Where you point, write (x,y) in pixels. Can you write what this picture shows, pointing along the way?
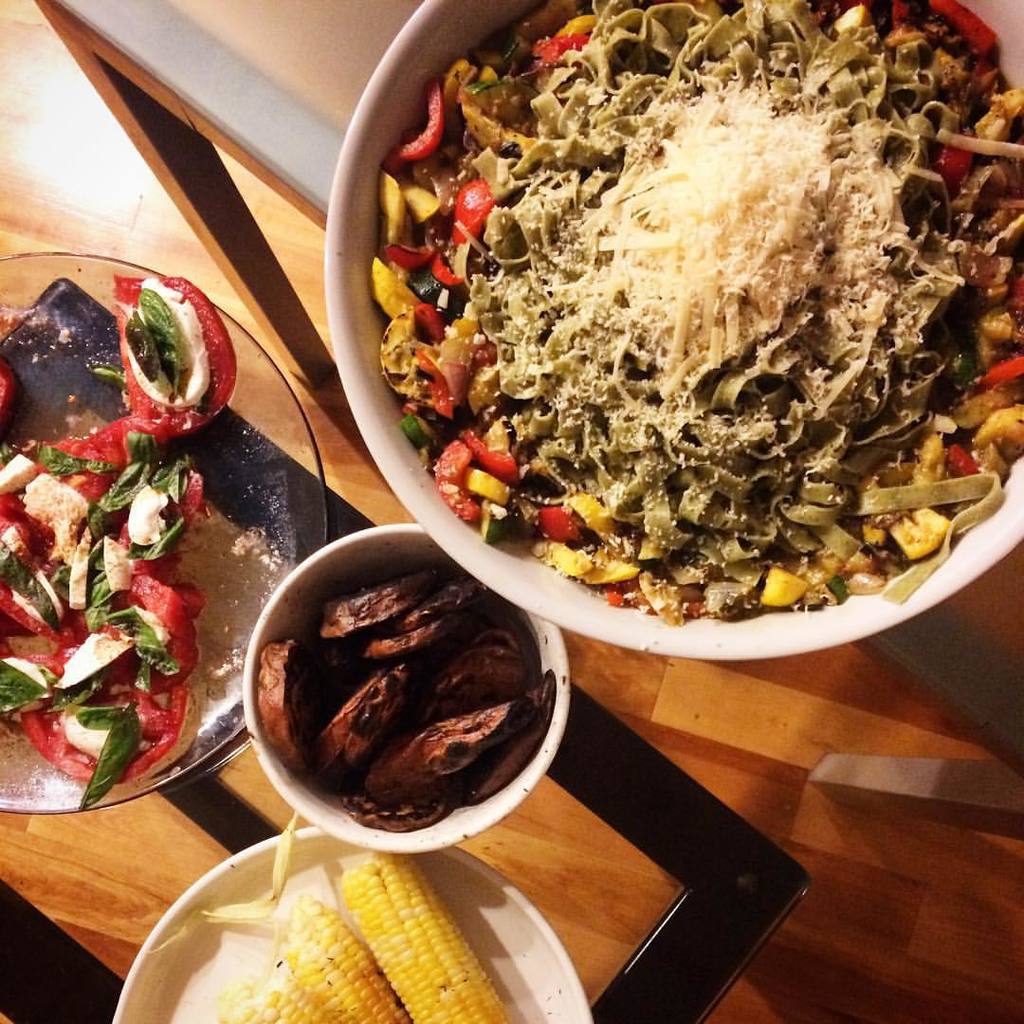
In this picture there is a food (550,225) in the white color bowl (317,560) which is placed on the glass table (606,767). In the front (372,981) bottom side there are three corn (333,978) in the white color plate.
